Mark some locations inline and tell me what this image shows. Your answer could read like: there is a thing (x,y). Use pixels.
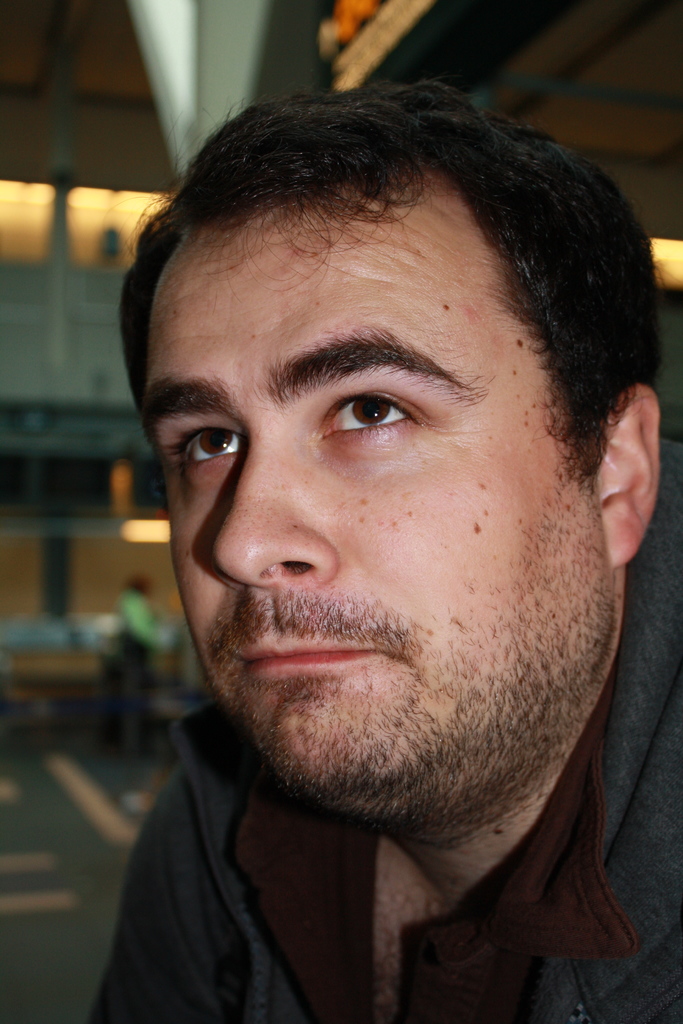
In this image I can see the person (302,756) is wearing black and brown color dress (528,954). Background (167,15) is blurred.
